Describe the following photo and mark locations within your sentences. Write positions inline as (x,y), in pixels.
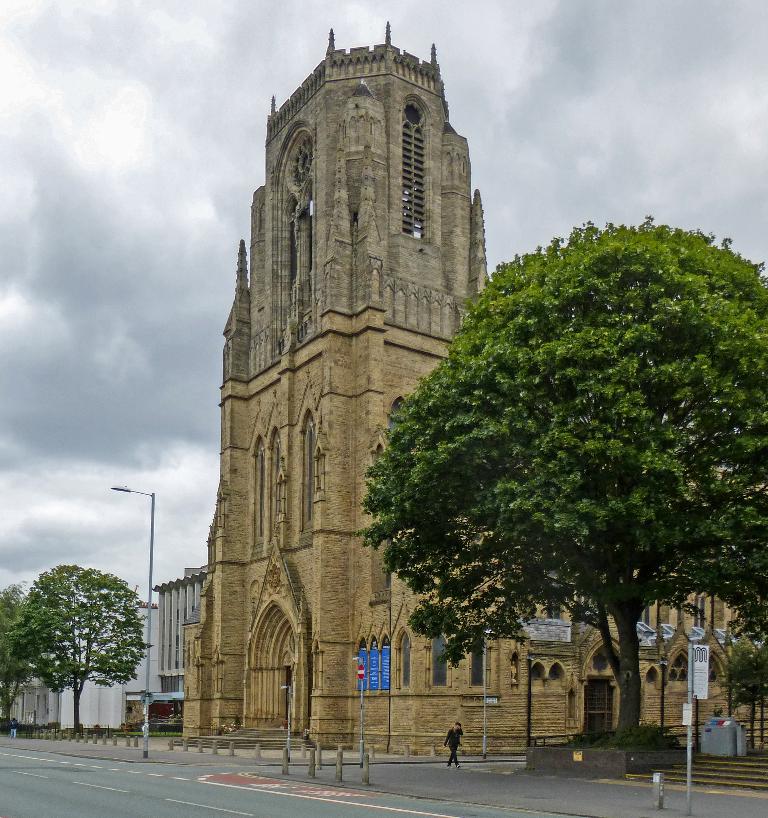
In this picture we can see few trees (767,473), buildings (215,622) and poles (363,716), in the middle of the image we can see a man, in the background (69,476) we can find clouds (210,311).
